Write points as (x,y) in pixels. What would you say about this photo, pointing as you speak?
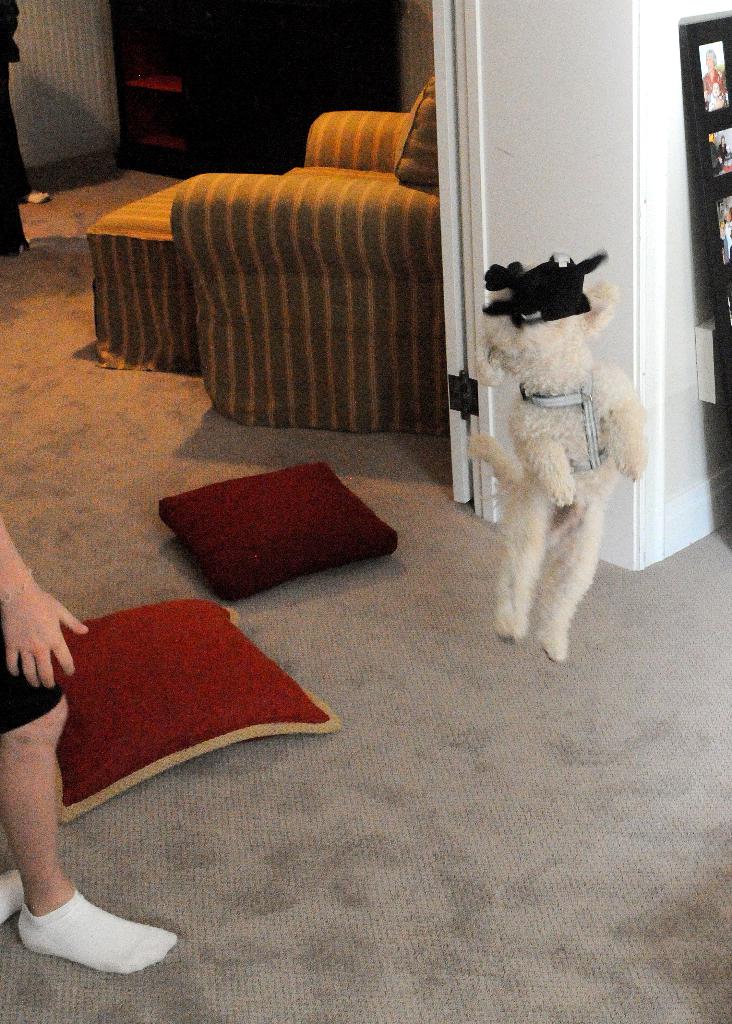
To the right side of the image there is dog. At the bottom of the image (448,861) there is carpet (429,863). There are pillows (277,576). There is a sofa chair (306,419). There is a person's leg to the left side of the image (8,825).
